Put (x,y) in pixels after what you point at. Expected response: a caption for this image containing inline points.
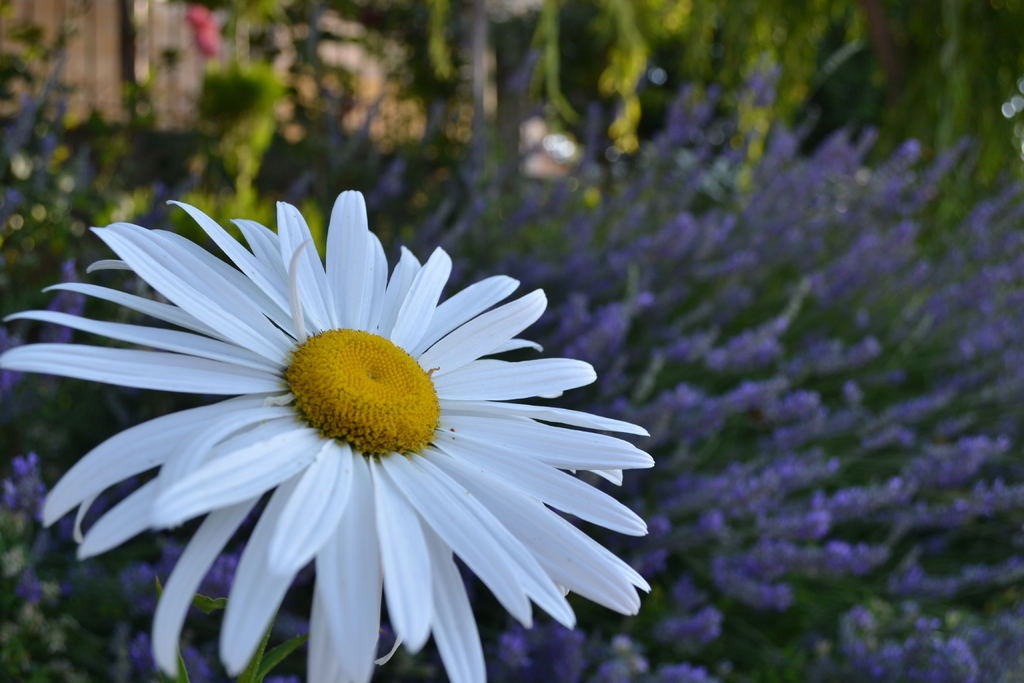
In this image in the foreground (209,444) there is a white flower (376,425), and in the background (736,393) there are some flowers (787,188) and plants (127,155).
